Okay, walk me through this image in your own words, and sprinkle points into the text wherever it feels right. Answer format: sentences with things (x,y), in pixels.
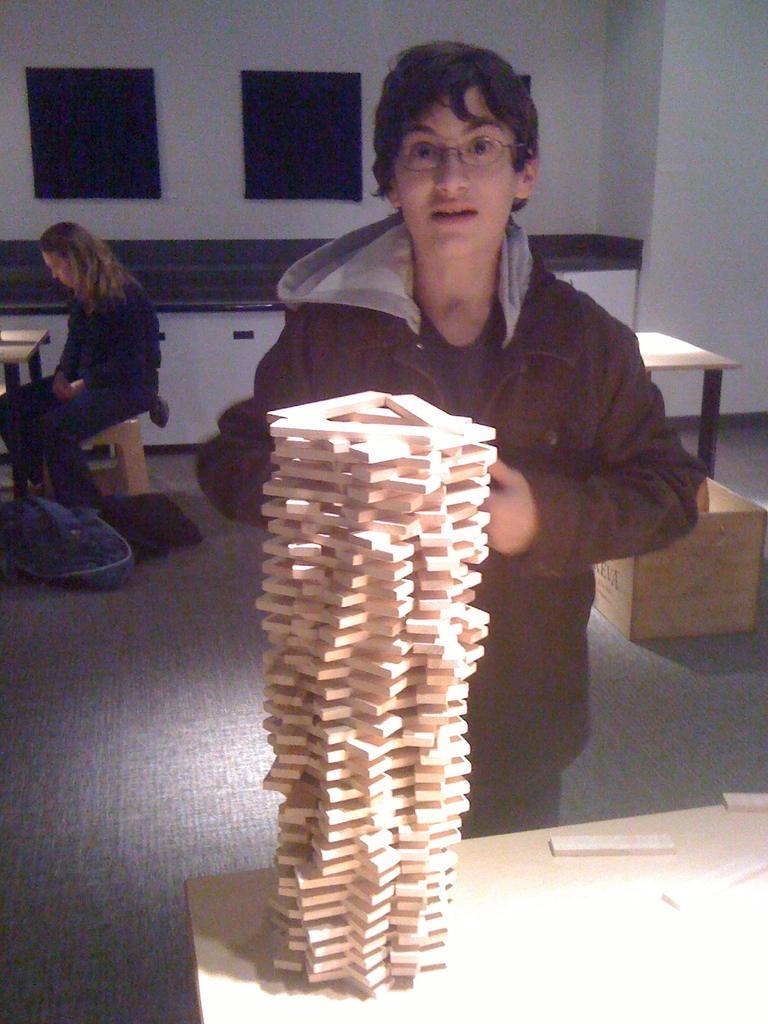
In this image in front (628,366) there is a person (421,93) standing in front of the table (284,997) and on top of the table (240,933) there are wooden blocks (353,812) arranged one above the other. Behind him there are two tables (675,347) and we can see a person (103,366) sitting on the chair (124,472). Beside her there are bags (140,497). At the bottom of the image (101,826) there is a mat (150,737). On the backside of the image (152,31) there is a wall (167,62) with the photo frames (244,123) on it.
